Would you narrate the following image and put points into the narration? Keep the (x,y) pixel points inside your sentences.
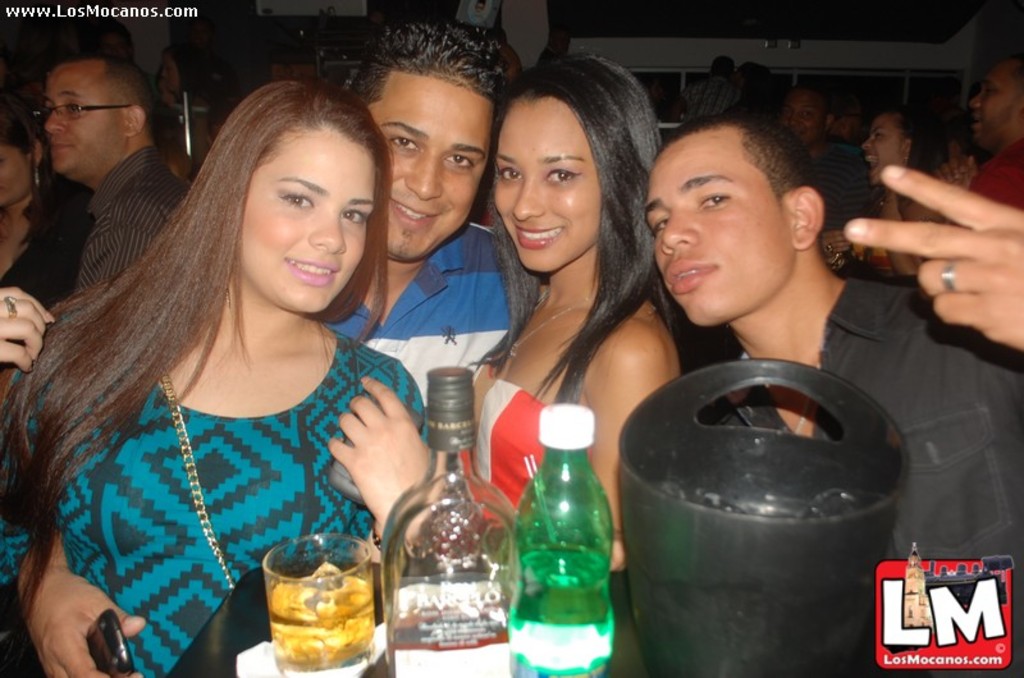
This image is taken indoors. In the background (712,60) there is a wall (796,59) and a few people (93,204) are standing. In the middle of the image (601,375) two women (542,279) and two men (388,304) are standing and they are with smiling faces (307,244). A woman (266,356) is holding a mobile phone (118,632) in her hand (77,618). At the bottom of the image (622,663) there is a table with a glass (328,666) of drink, two bottles (453,569) and a bucket (768,543) with ice cubes (763,493) on it.
